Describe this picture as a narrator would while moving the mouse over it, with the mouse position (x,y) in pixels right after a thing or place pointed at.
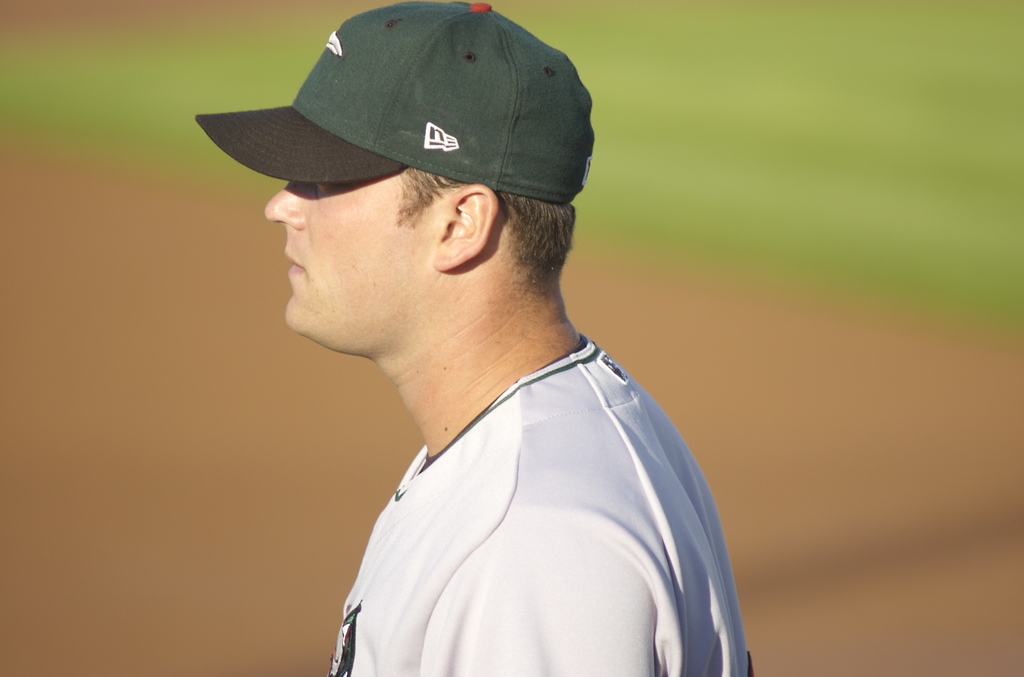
In this image I can see a man (404,247), I can see he is wearing white colour dress (522,498) and a green colour cap (321,147). I can also see green and brown colour in background (845,278). I can see this image is blurry from background (635,8).
